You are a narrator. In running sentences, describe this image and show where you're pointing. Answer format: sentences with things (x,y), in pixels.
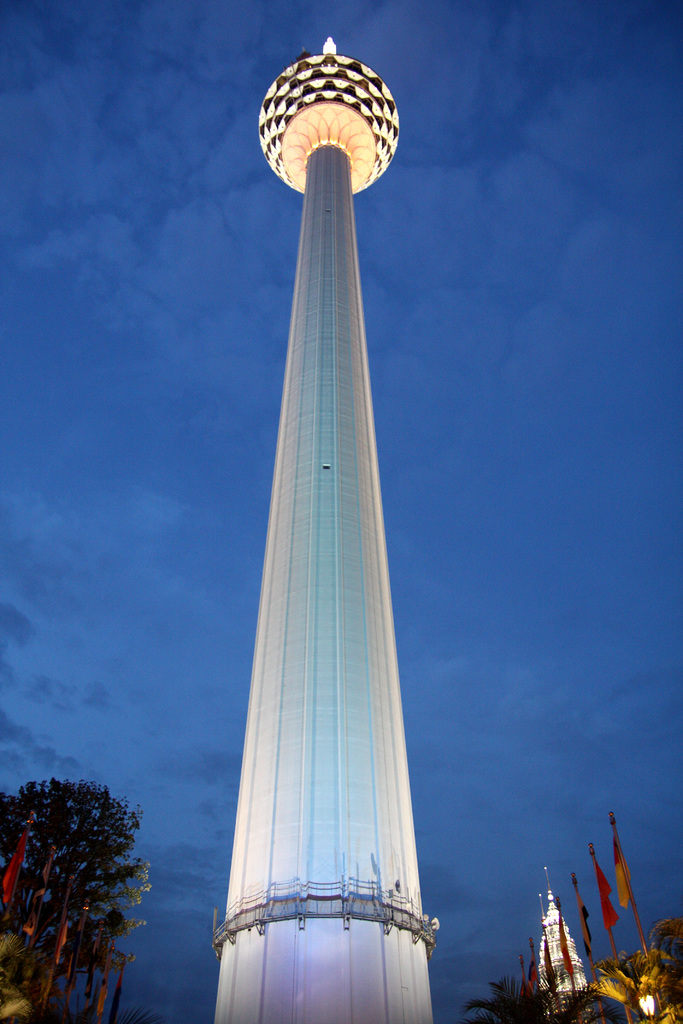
In this picture I can see there is a tower (277,920) here and there are some trees (112,828), flags (585,936) and the sky (109,469) is cloudy.
